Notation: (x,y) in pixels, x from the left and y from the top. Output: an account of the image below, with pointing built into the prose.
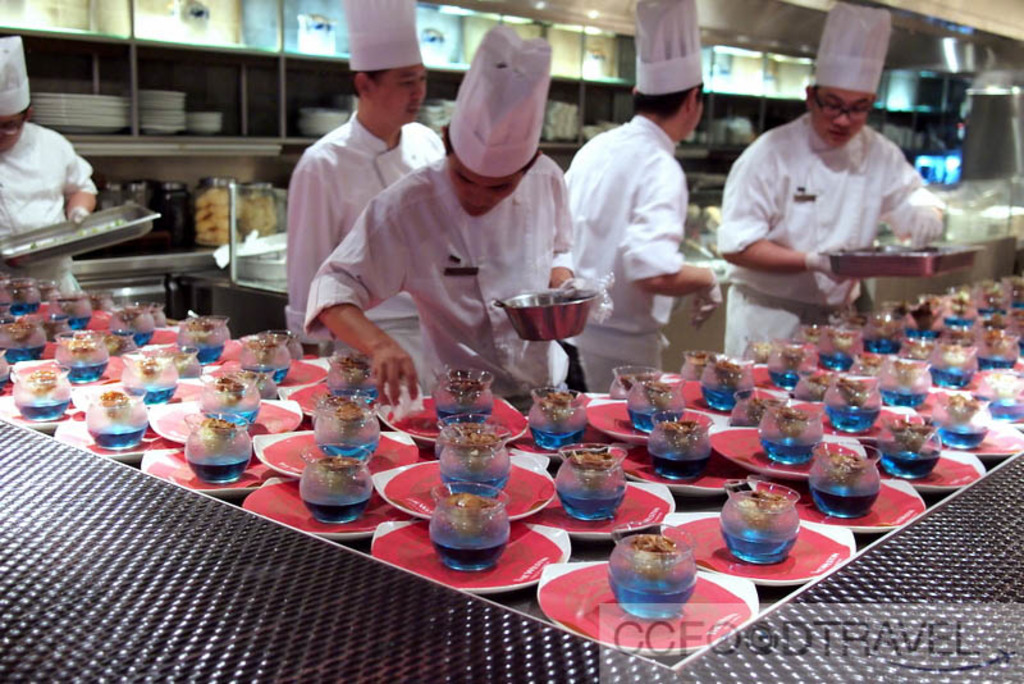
There are group of people (506,267) standing. Three men (836,210) are holding trays (69,241) and a bowl (572,307). This is the table (120,471) with plates (165,339) and glass jars (583,474) on it. I think this picture was taken in the kitchen (741,60). These are the plates (164,121) and glass jars (120,194), which are arranged in the rack (333,100). I can see the watermark (855,623) on the image.
